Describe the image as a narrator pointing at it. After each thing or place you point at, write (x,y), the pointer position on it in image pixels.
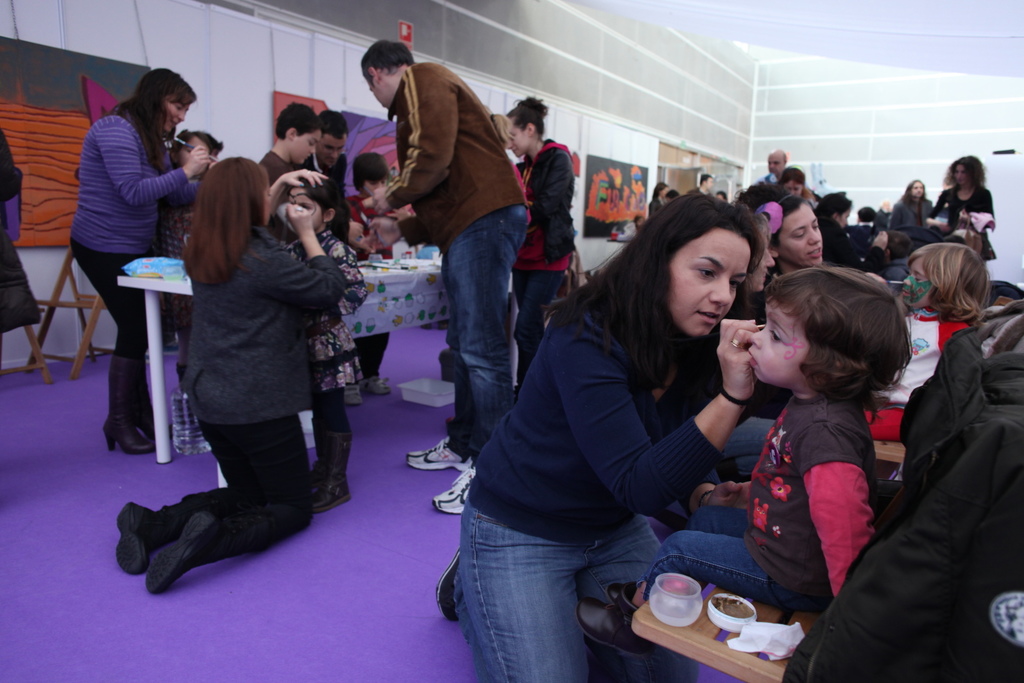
In this picture we can see some people (580,331) are painting faces (757,361) of some children's (774,376), there are some tables (362,310), objects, chairs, and paintings (82,81) to the wall (11,332).
